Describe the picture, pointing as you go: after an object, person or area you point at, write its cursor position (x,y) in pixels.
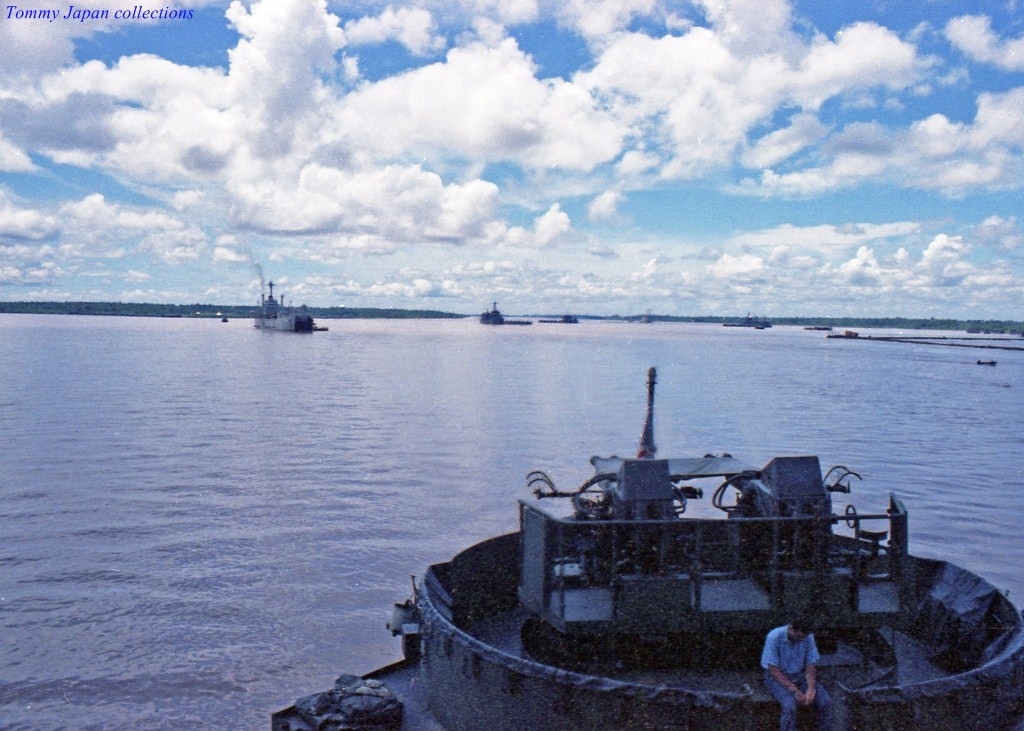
In the foreground of this image (778,666), there is a man (773,651) sitting on a ship (554,689). In the background (328,322), there are ships (564,320) on the water (292,376), sky (612,220) and the cloud (524,140).
